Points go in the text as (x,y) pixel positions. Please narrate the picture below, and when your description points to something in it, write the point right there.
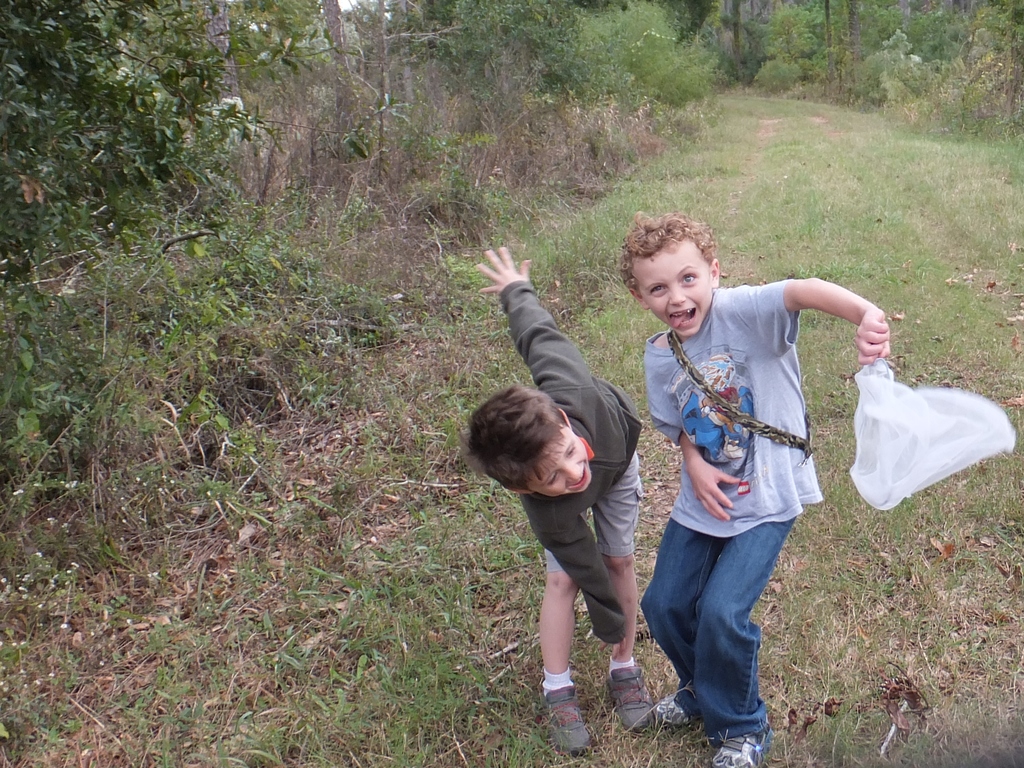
In this picture we can see two boys (692,424), they are smiling and the right side boy (776,350) is holding a cover (923,391) in his hand (864,304), in the background (483,125) we can see few trees (178,254).
